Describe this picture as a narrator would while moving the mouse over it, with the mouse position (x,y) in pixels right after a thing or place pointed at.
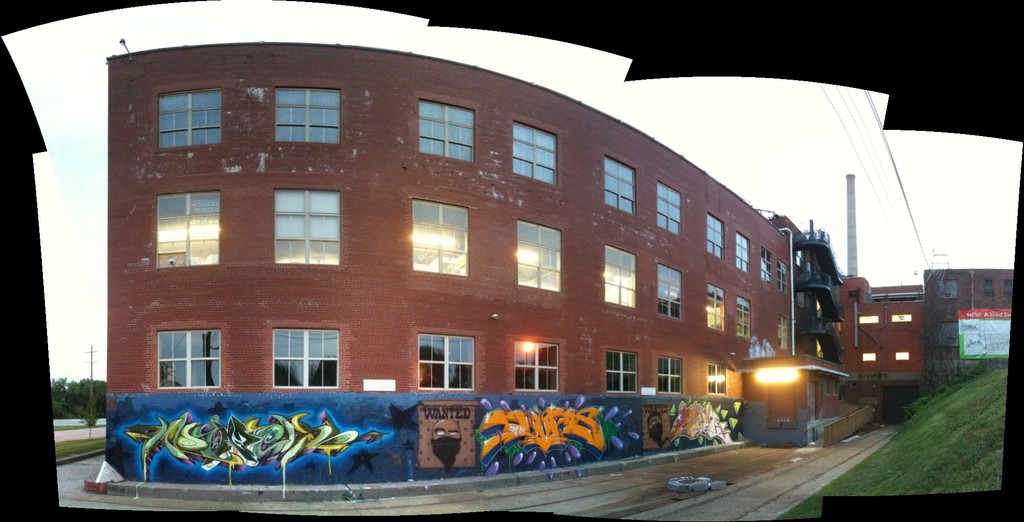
In this image there are buildings (802,295) and we can see lights (786,371). On the left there is a pole (91,384). In the background (88,391) there are trees (86,401) and sky (858,188).
